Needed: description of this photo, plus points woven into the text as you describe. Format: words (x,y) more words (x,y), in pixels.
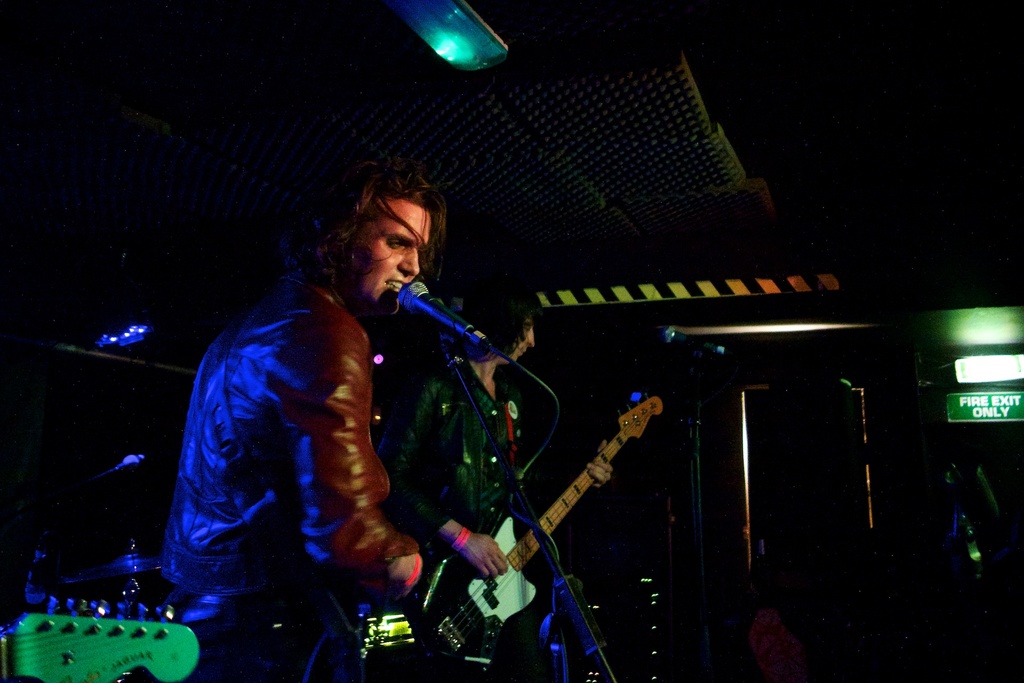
There is a man (330,306) standing over here and singing on the mic (450,323). There is another man (414,512) playing guitar (520,546). The roof top (544,201) is dark place, there is light (988,363) over here and a sign board (995,411) which says fire exit only. There is a entrance and exit door (799,465) over here.
